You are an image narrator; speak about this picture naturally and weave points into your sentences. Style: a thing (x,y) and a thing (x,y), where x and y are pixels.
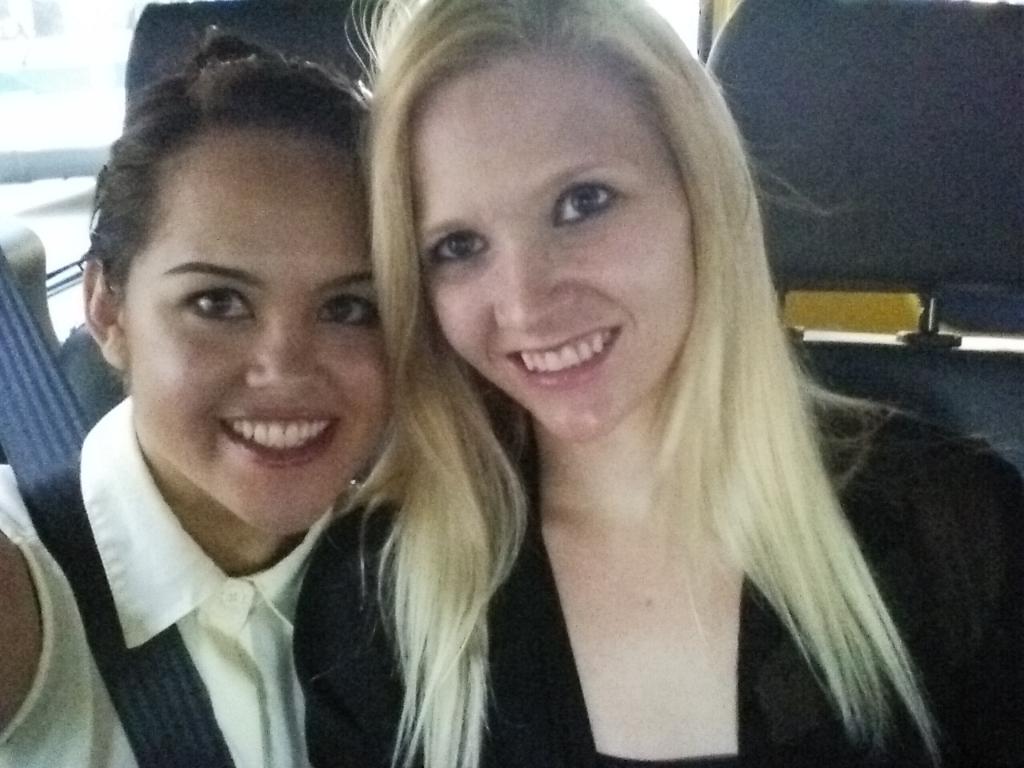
In this image we can see two lady persons (266,582) wearing black and white color dress (244,615) respectively sitting in seat (970,279) and posing for a photograph and a person (158,487) wearing white color dress (228,688) also wearing seat-belt (102,603).
